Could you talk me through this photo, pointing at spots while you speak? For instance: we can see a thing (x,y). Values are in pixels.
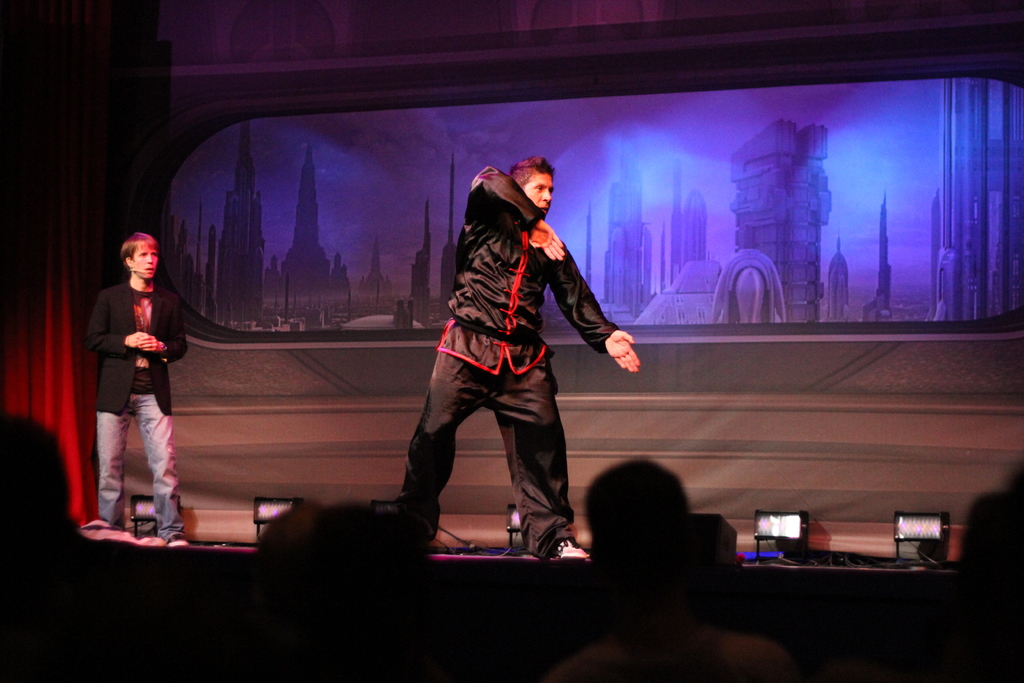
In this image, I can see two men (171,339) standing. I think these are the focus lights (759,540). This looks like a painting (727,343) on a cloth (288,314). On the left side of the image (73,234), I can see a curtain (73,223) hanging, which is red in color. At the bottom of the image (346,628), I can see few people (66,578).
